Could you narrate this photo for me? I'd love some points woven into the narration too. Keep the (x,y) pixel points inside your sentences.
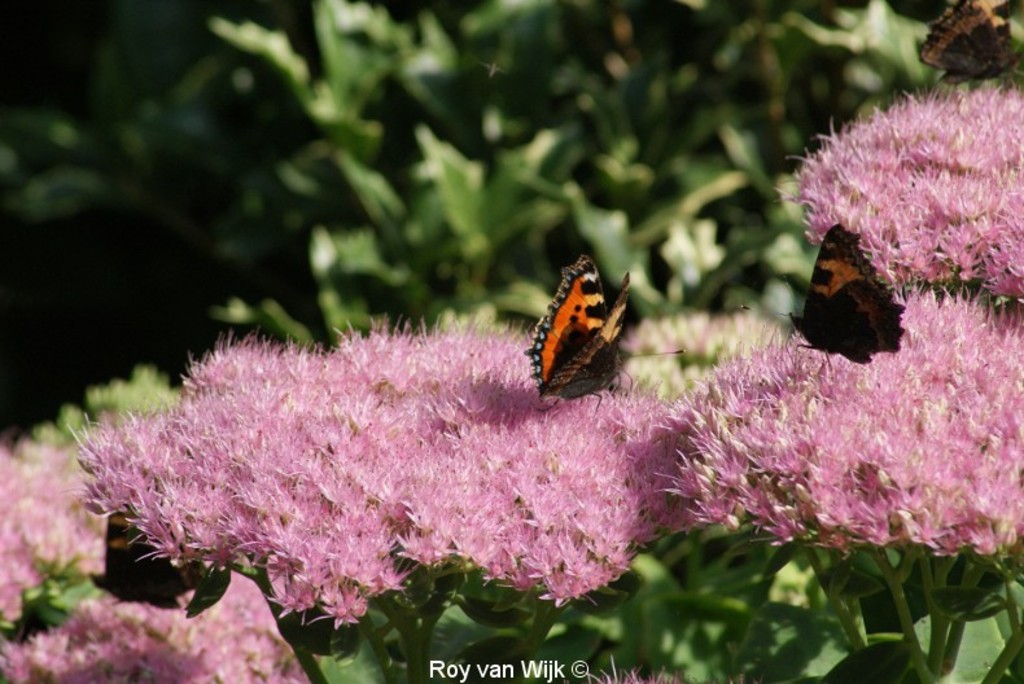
In this image, we can see some pink color flowers (531,507), there are some butterflies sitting on the flowers (580,404), in the background (364,208) there are some green color plants (447,115).
